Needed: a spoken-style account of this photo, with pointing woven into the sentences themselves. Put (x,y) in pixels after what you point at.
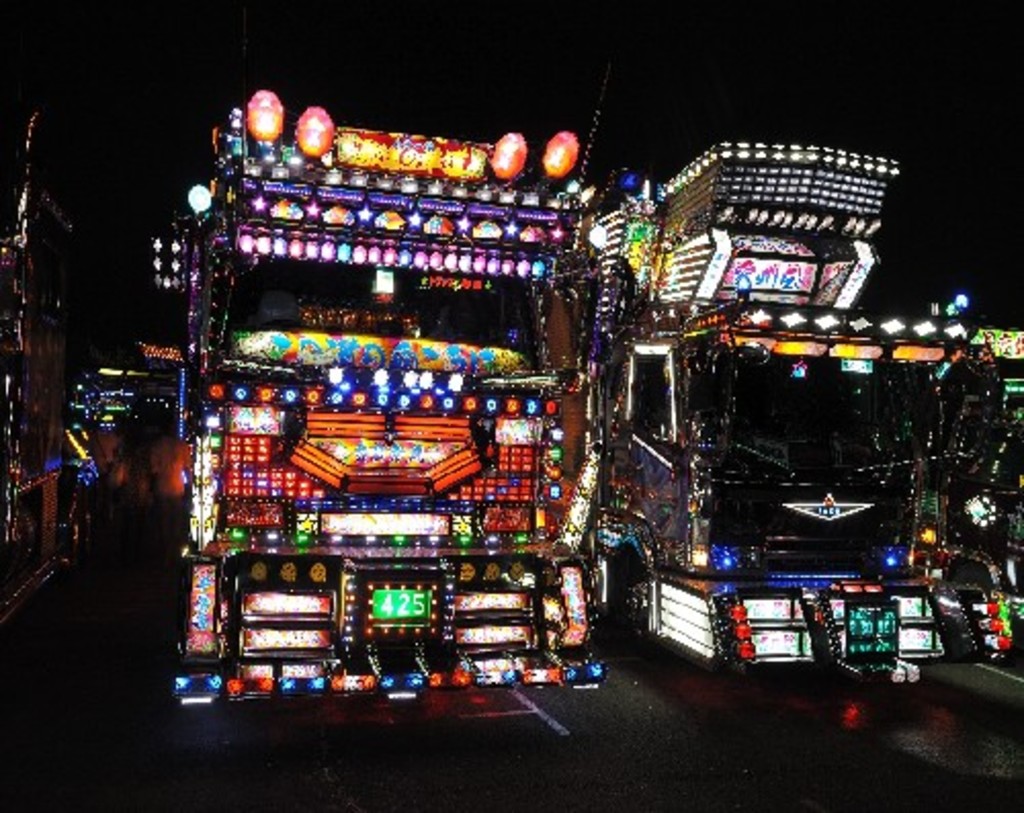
In this image we can see vehicles (556,335) with lights (495,632) on the road (489,718). At the top of the image (425,96) there is sky (491,104).
